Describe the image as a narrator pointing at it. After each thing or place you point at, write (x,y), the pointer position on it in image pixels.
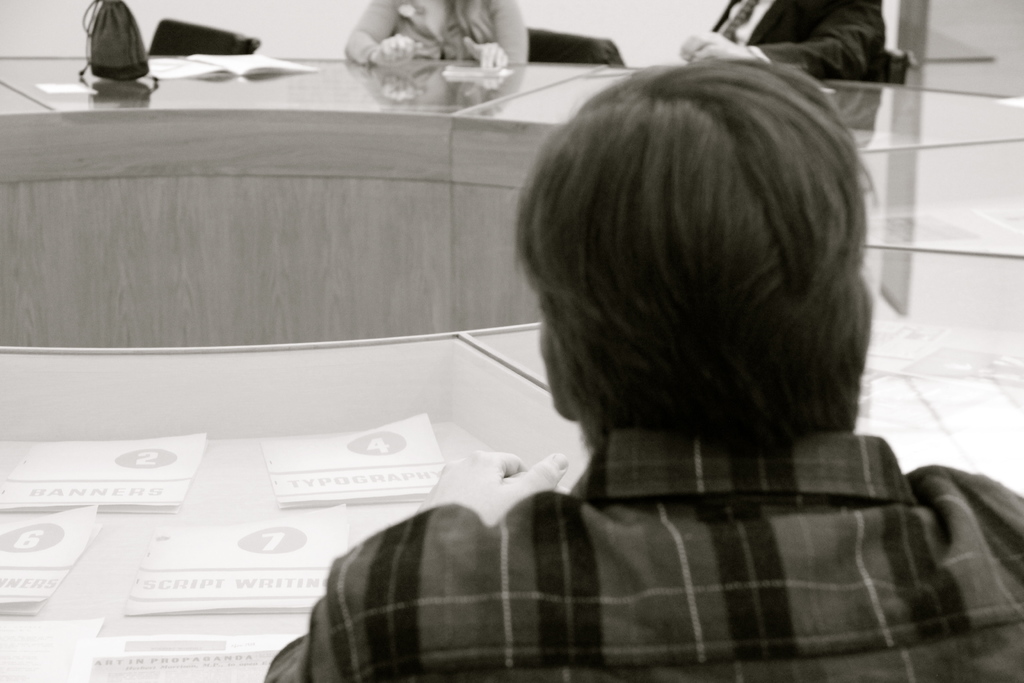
In the image there are three people (547,506) sitting on chair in front of a table (233,473), on table (225,457) we can see papers (105,464), book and a bag (139,51) in background (325,13) there is a wall (332,9) which is in white color.
